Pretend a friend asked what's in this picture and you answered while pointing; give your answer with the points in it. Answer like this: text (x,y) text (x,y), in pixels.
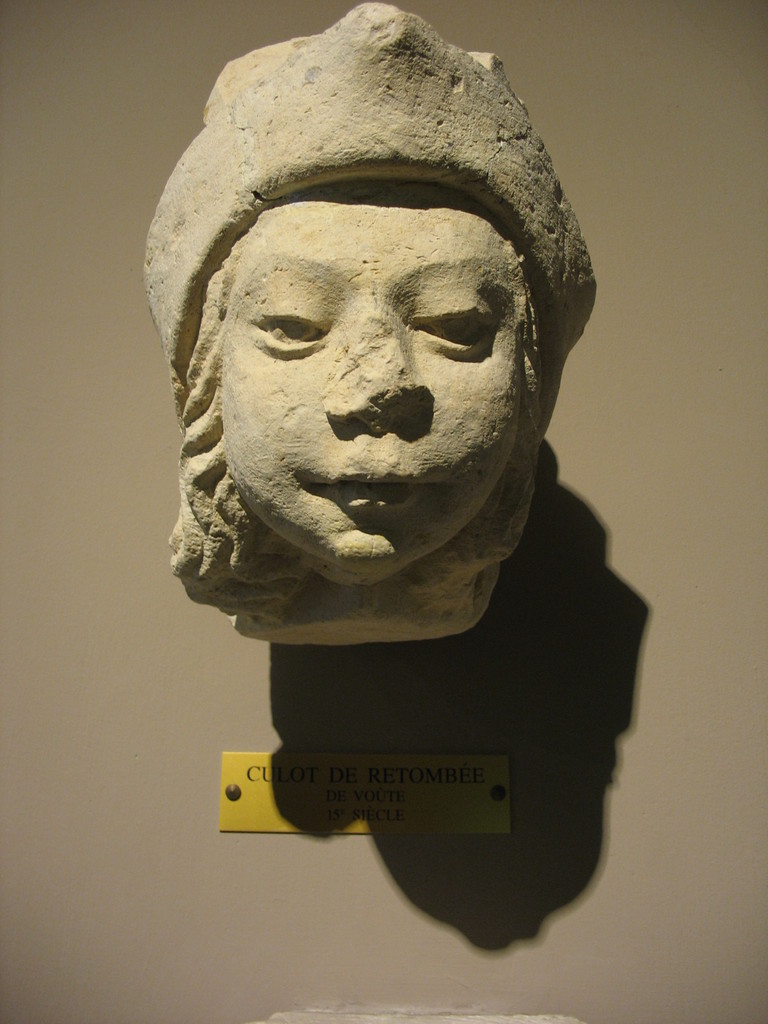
In this picture there is a lady statue (296,105) in the center of the image (464,600).
